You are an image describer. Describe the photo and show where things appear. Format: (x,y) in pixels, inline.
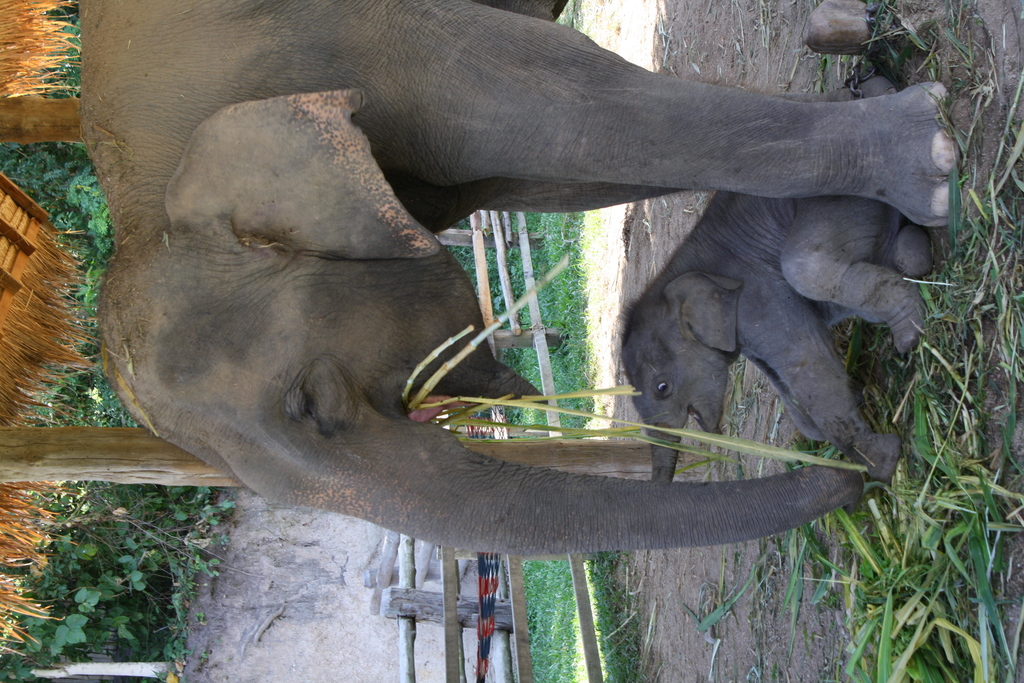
In this picture there is a huge elephant (396,361) eating a grass (511,427) and below a small baby elephant (822,440) sitting on the ground (947,23). Behind there are some green plants (27,158).
